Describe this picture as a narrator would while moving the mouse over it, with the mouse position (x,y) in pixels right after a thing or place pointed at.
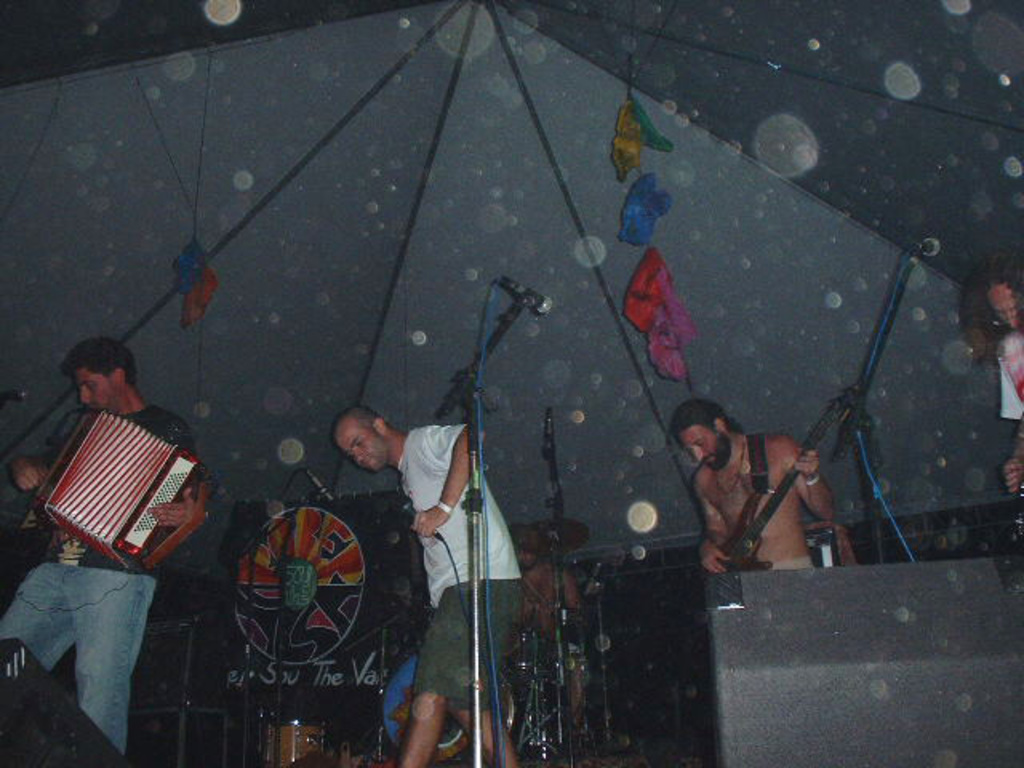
In the middle of the image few people (1007,352) are standing and holding some musical instruments (131,525) and microphones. At the top of the image (32,47) there is tent (69,107).
